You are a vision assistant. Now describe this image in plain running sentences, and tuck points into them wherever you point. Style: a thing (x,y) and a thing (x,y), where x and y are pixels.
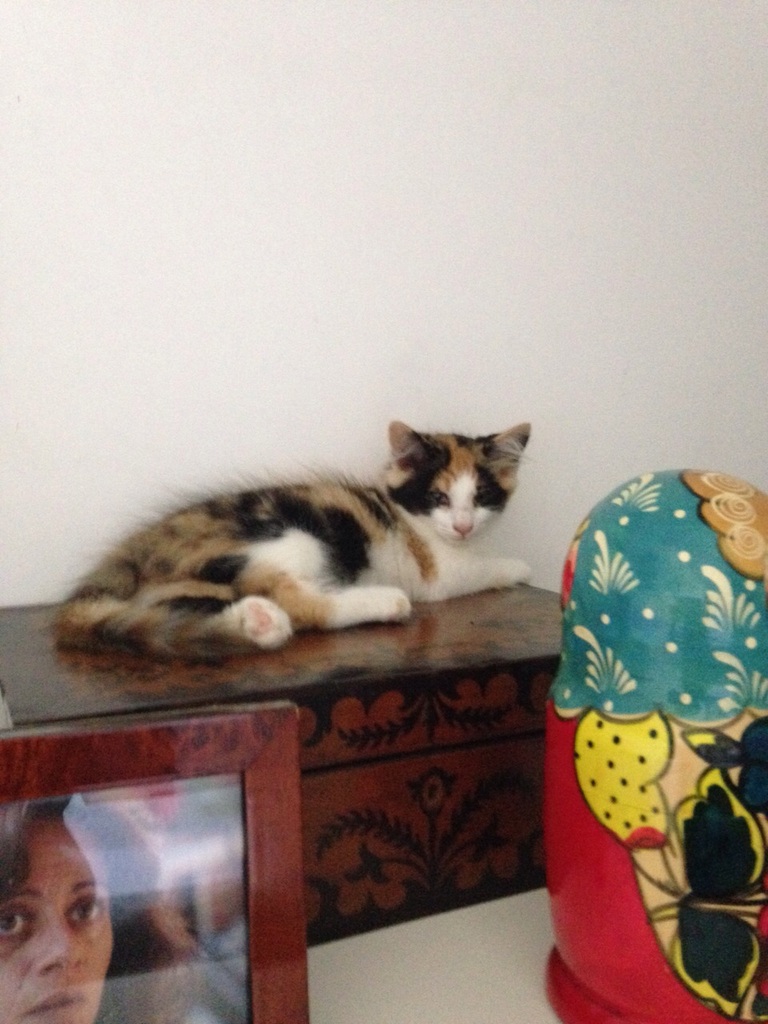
This picture shows a cat (416,589) on the box (528,592). it is the white black and brown in color and we see a photo frame (250,905) and a toy (632,748) on the side and we see a white wall (313,100).
